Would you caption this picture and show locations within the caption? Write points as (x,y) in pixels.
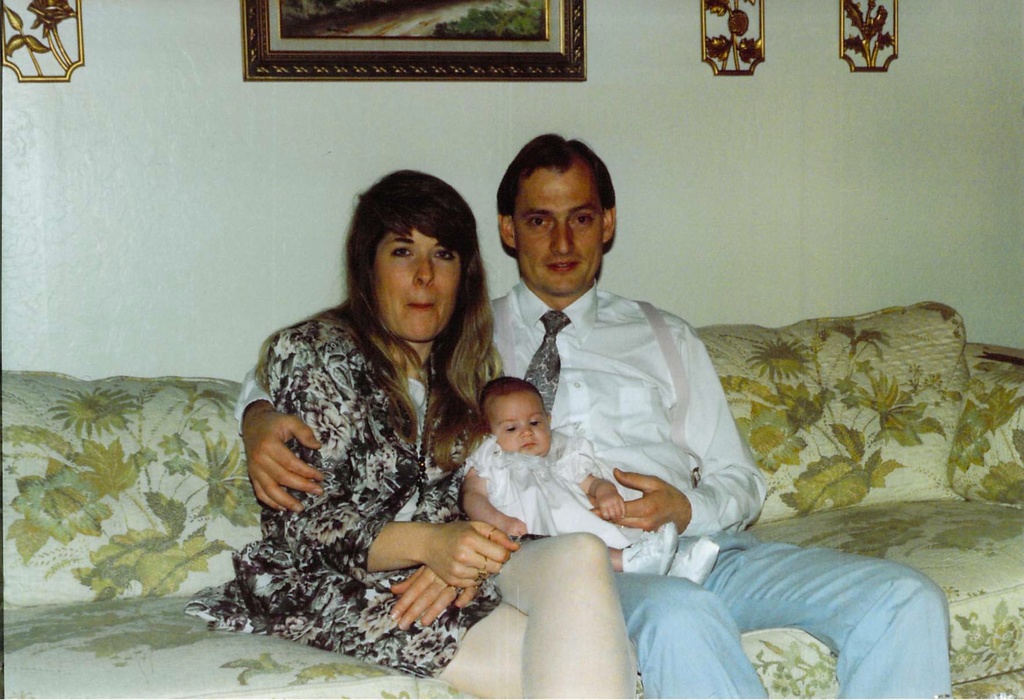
In this image I can see a woman (382,498) wearing black and white colored dress (377,491) and a man (604,404) wearing white and blue colored dress (624,425) are sitting on a couch (873,535) and I can see a baby (571,472) in white outfit (569,479) is laying on them. I can see a couch (801,489) is green and cream in color. In the background (866,235) I can see the wall (800,184), a photo frame (572,7) attached to the wall (519,85) and few other objects (43,19) to the wall (798,45).
